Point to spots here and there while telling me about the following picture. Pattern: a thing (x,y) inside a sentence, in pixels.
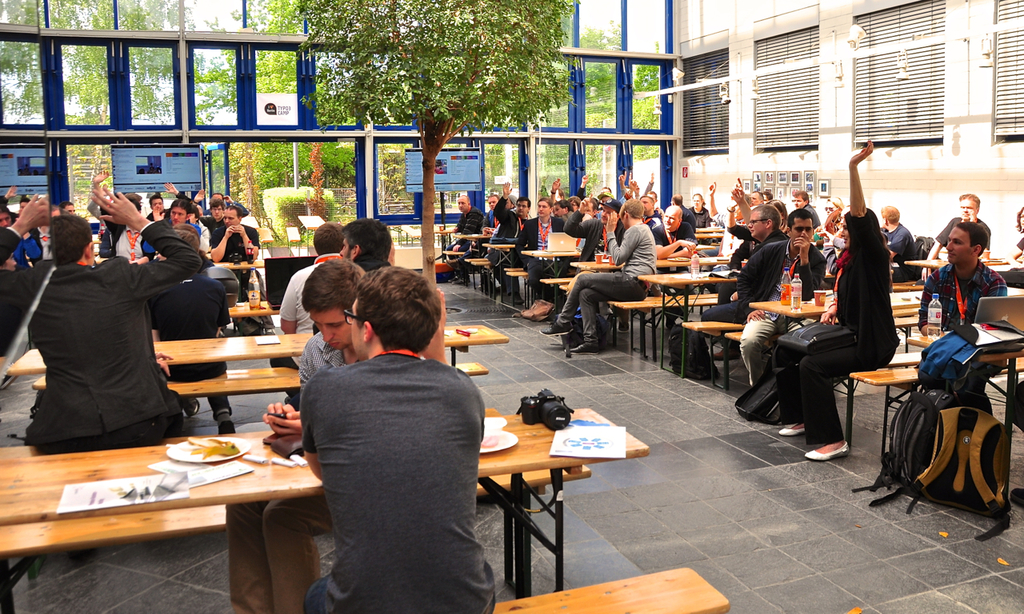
This is the image of the room (1006,79) where at the right side (999,291) group of people (967,234) sitting in the chair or a bench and on the left side (34,329) there are group of people (39,306) sitting and in the table (206,490) there are some papers (236,464), plate (180,447), food (209,451), camera (547,390) at the back ground (433,58) there is a tree (488,43), screens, building (291,131) and sky (225,12), photo frame (755,179) attached to the wall (900,205).
